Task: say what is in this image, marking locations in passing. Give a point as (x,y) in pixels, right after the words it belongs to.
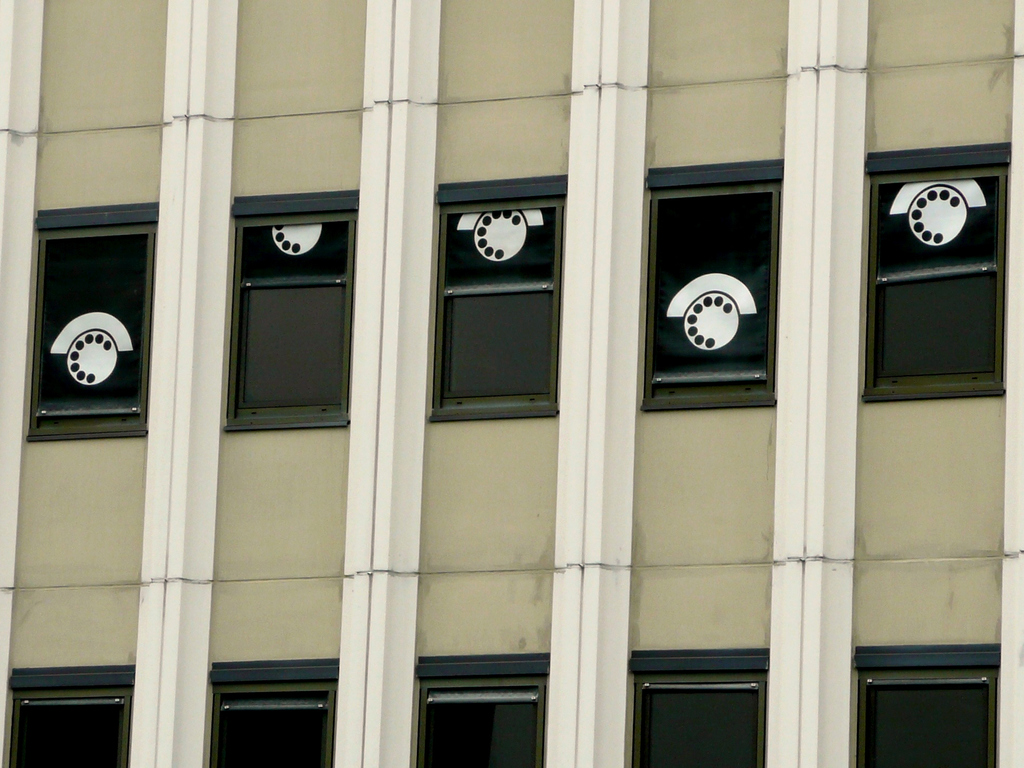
In this image we can see building (519,304) on which there are some different pictures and building (343,462) is in green color.
